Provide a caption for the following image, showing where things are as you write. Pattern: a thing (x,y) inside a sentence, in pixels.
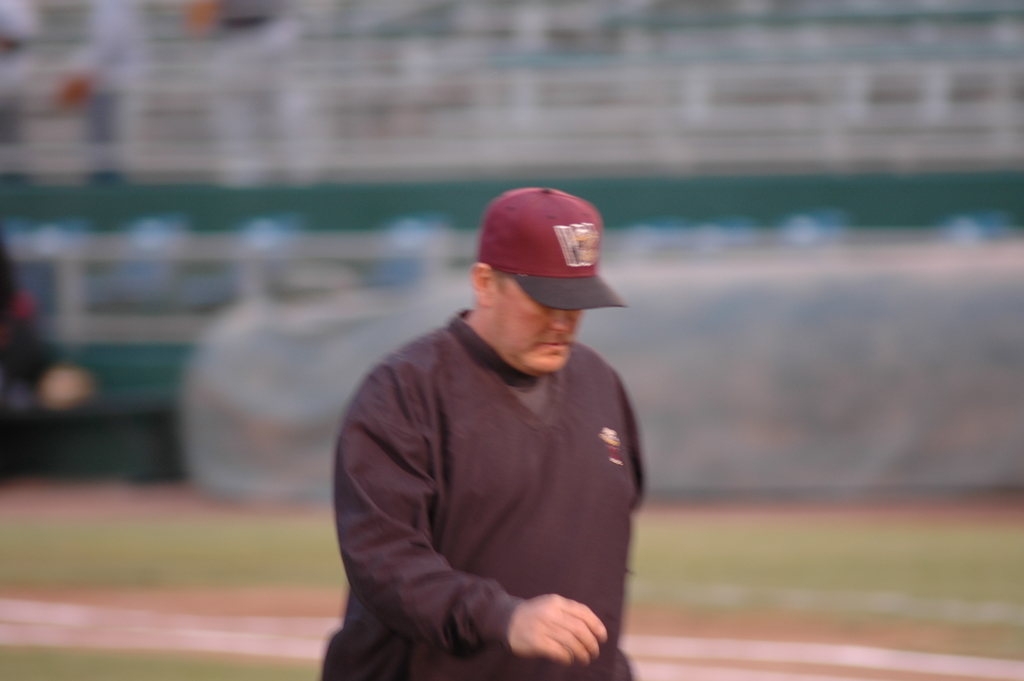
In the picture we can see a man (549,541) wearing black color dress (526,487), red color cap (521,267) walking and in the background (348,225) image is blur.
